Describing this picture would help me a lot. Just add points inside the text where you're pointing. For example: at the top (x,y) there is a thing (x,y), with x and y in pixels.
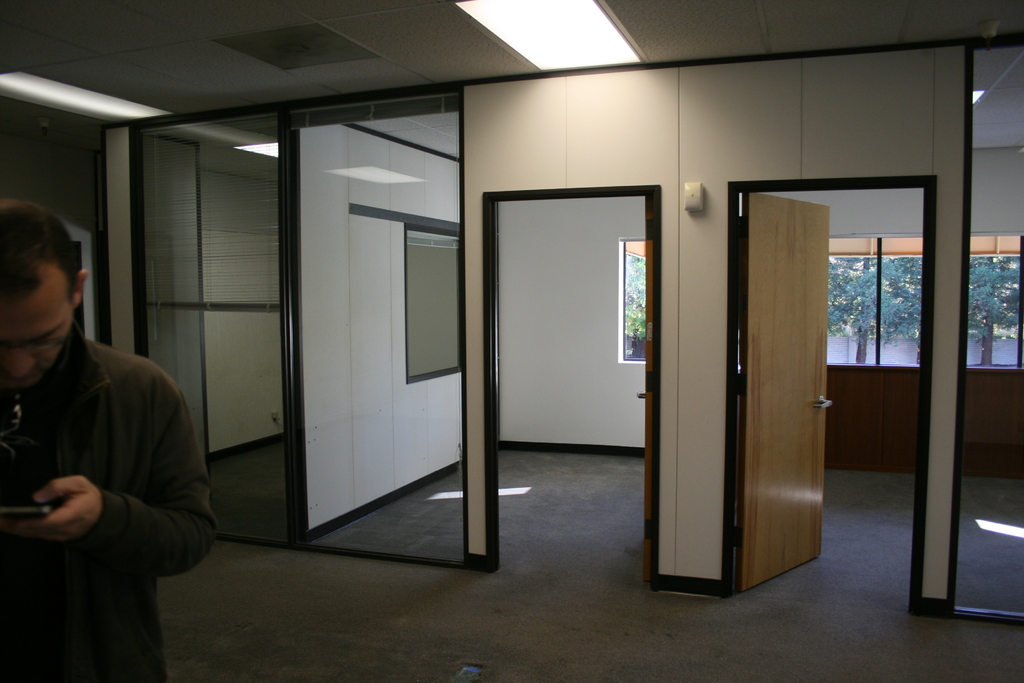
In this image I can see a person (70,244) standing holding a mobile (28,511). Background (848,314) I can see doors (783,401) in brown color and I can also see few glass windows (837,304) and trees (915,287) in green color.
